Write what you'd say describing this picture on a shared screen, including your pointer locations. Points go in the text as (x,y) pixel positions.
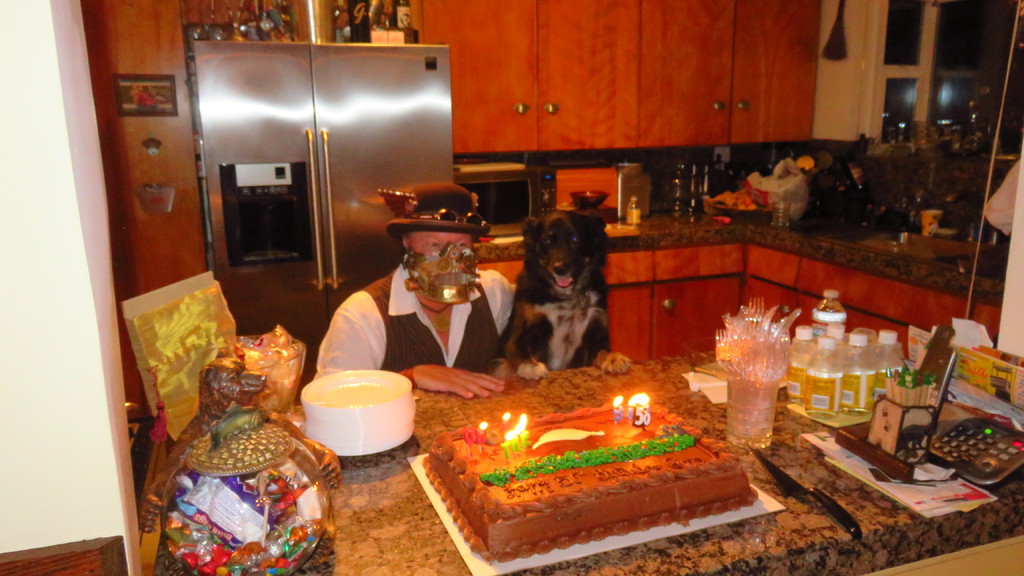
In this image there are bottles (839,311), chocolates (173,549) in a glass bowl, cake (499,501) with candles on it, bottles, forks (739,359), spoons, and some other items (855,440) on the table (440,397), a person (471,387) and a dog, and in the background (564,95) there is a refrigerator (375,125), microwave oven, cupboards (559,132).
